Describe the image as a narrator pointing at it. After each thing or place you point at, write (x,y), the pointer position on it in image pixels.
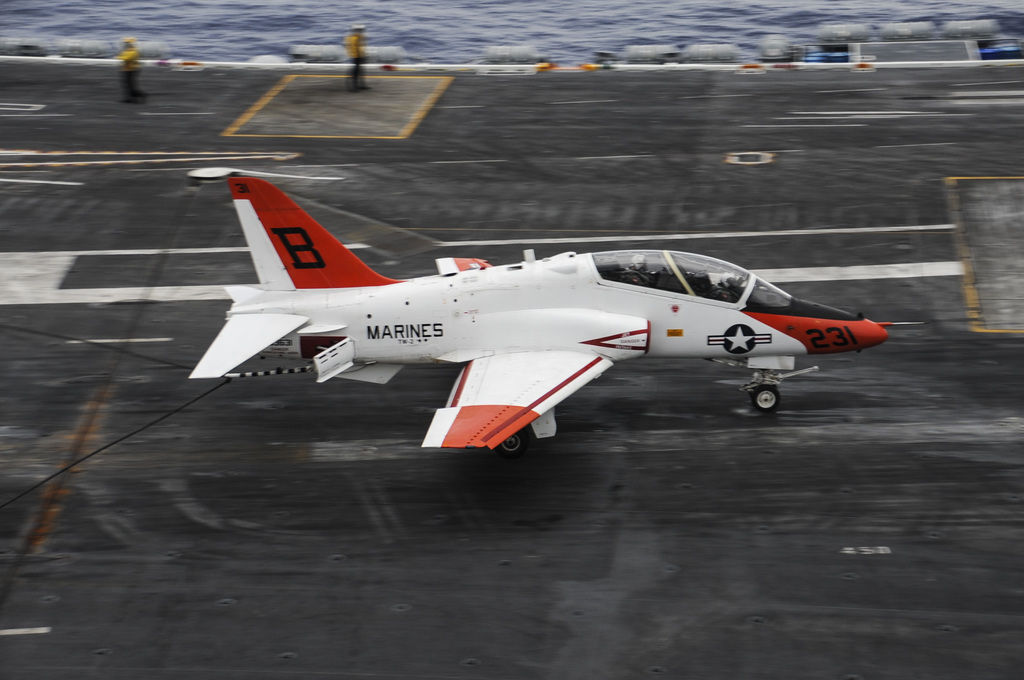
In the foreground of this image (537,310), there is a jet plane (586,334) moving on the run way (732,530) and on the top (550,28), there is the water (514,26).
